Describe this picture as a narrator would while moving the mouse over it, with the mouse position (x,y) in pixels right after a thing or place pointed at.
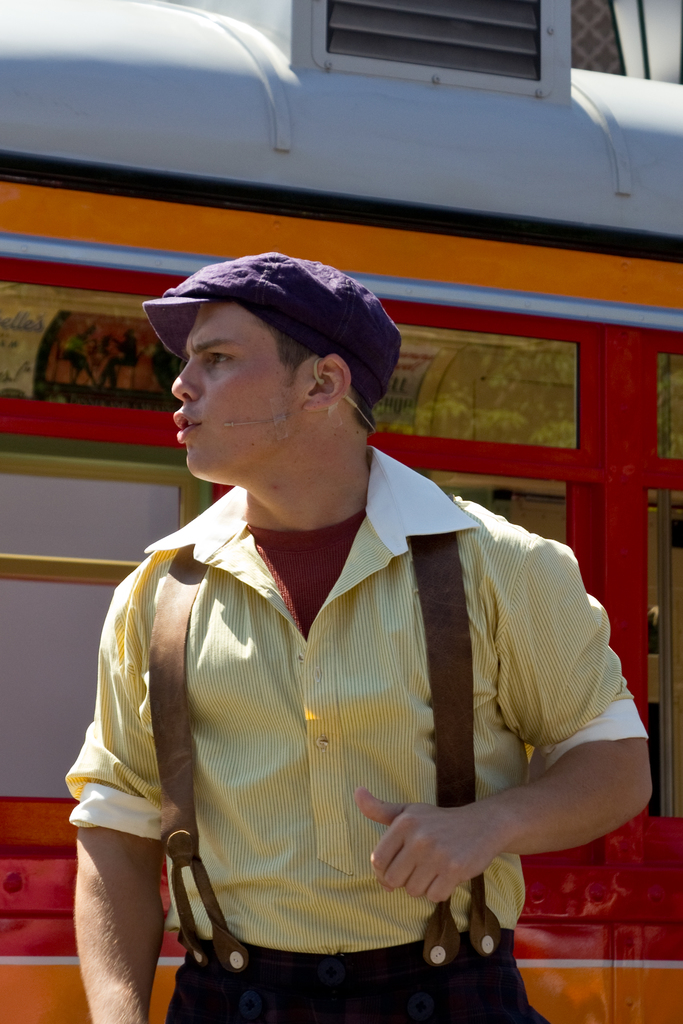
In this picture we can see a man (328,630), he wore a cap (274,273), behind to him we can see a vehicle (559,294), and also we can find a microphone (236,423).
